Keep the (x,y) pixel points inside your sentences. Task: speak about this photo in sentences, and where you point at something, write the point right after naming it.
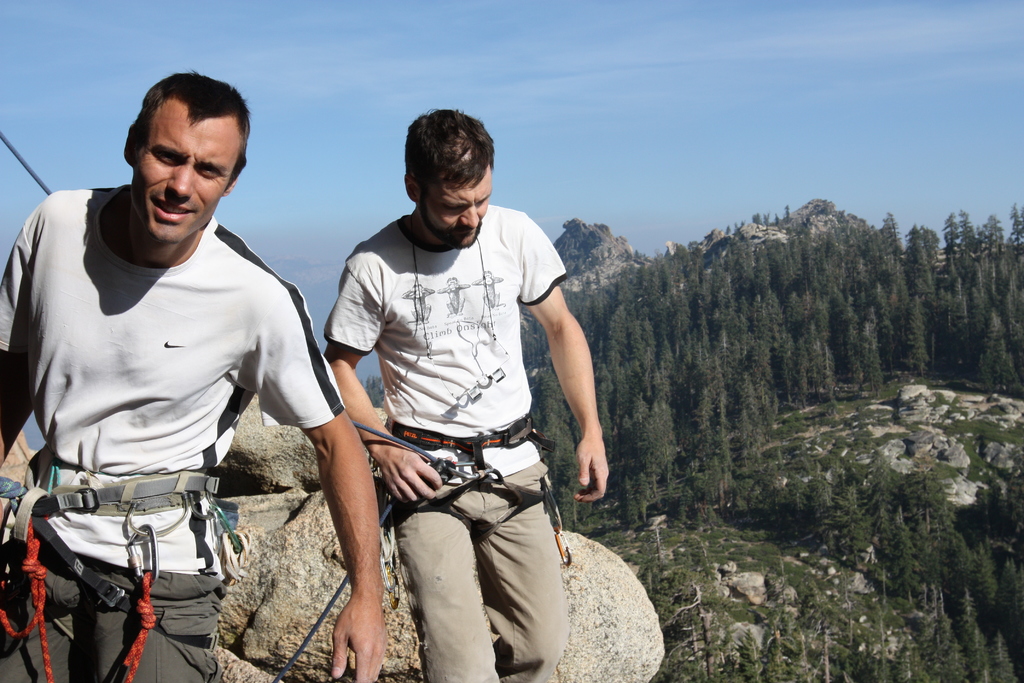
In this image I can see two persons (140,390) wearing white t shirts (153,374), pants (160,671) and belts (214,641) are standing. In the background (300,501) I can see a huge rock (323,541), few mountains (732,244), few trees (751,297) and the sky (674,99).
